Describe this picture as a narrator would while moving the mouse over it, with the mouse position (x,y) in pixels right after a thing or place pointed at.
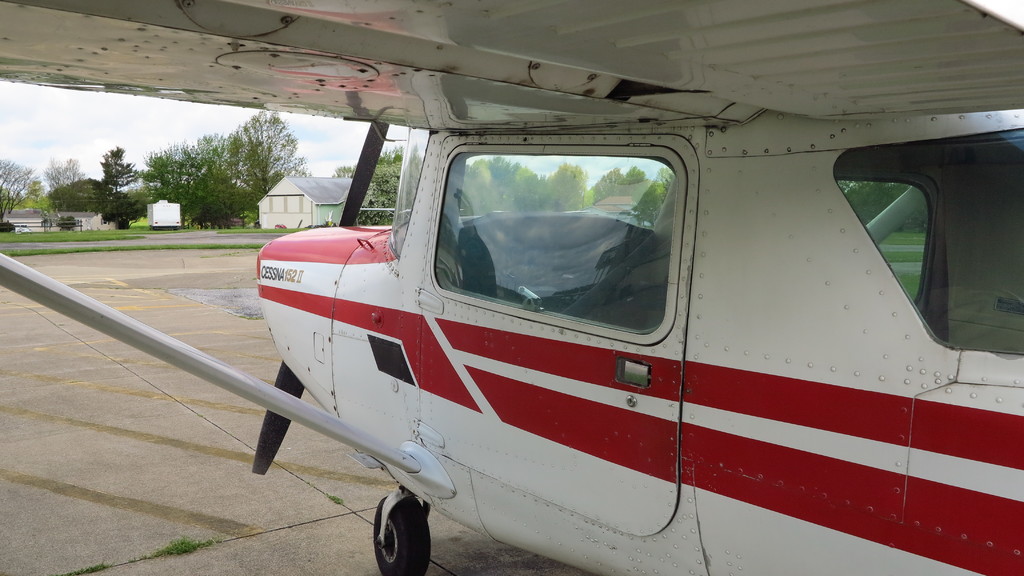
In this image I can see an aircraft (291,353) in the front (410,422), I can see colour of this aircraft (696,340) is red and white. In the background (45,214) I can see number of trees (111,202), few buildings (95,226) and the sky (51,120).
